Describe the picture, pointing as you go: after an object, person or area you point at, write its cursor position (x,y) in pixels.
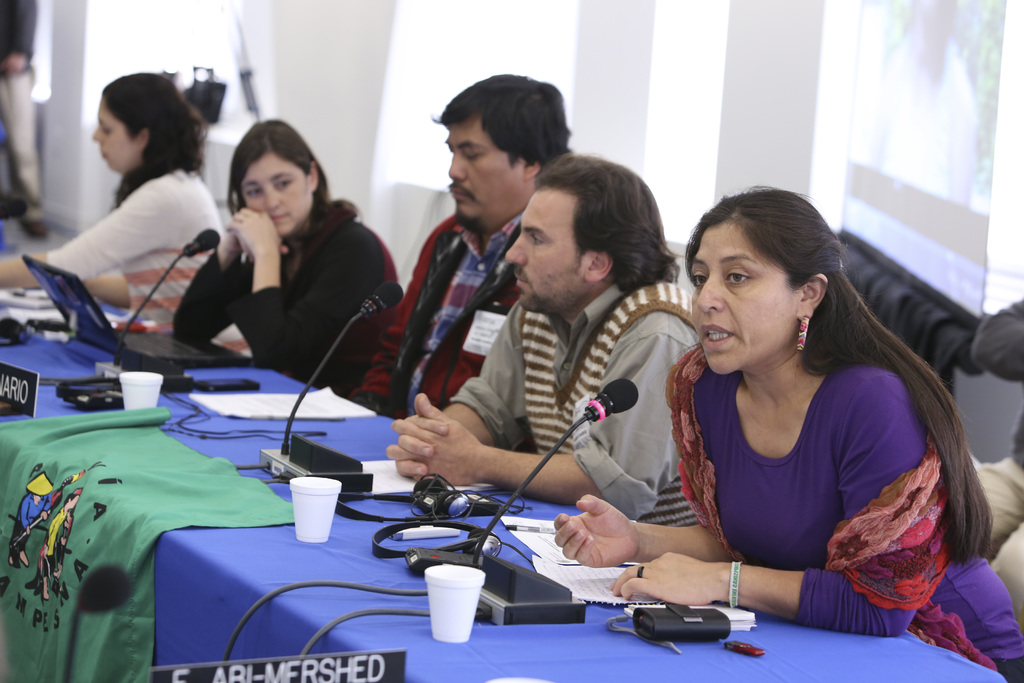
In the image there are few persons (563,394) sitting in front of table (556,514) with mic (617,402), cups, papers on it and behind them there is a screen (900,75) on the wall (753,119).
